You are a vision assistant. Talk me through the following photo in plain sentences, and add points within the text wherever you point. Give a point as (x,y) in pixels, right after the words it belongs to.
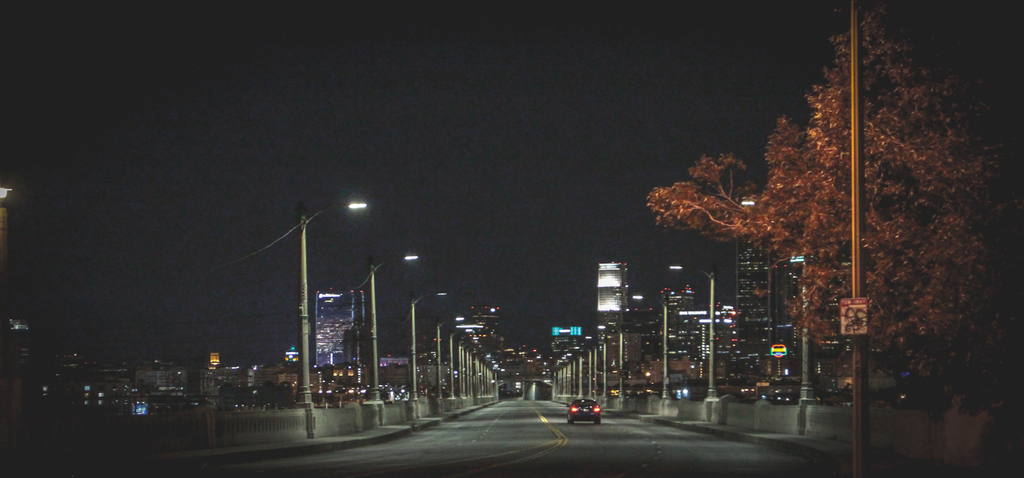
Vehicle (579,415) is on the road (567,418). Beside this road (515,419) there are light poles (711,351). Far there are a number of buildings (418,365). Right side of the image (915,164) we can see a tree (908,294) and pole (855,453).
